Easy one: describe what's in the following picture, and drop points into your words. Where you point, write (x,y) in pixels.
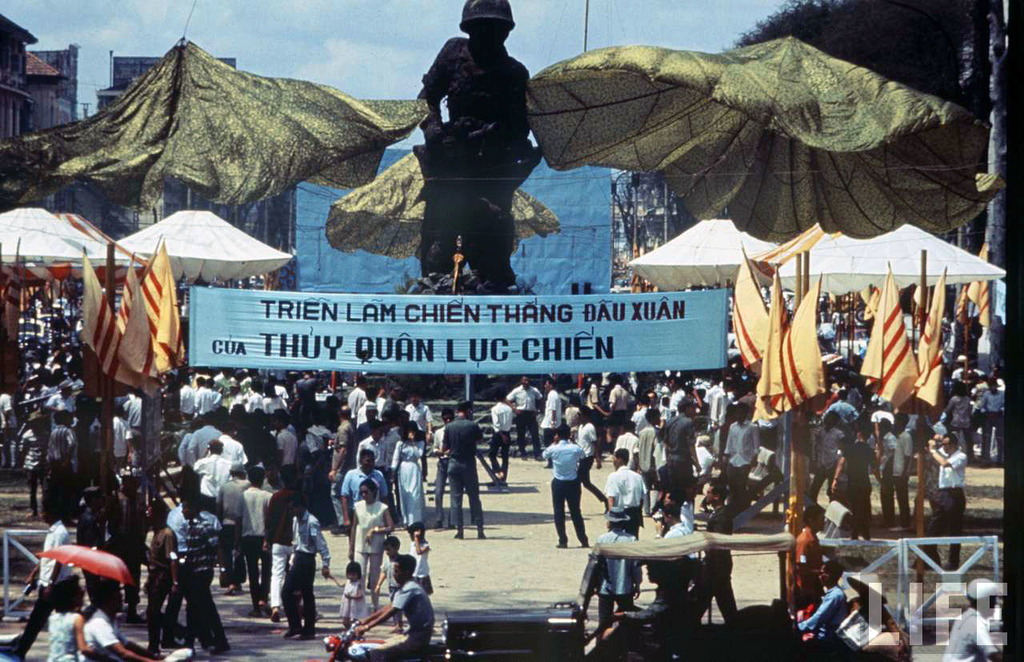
In this picture I can see few people (320,461) are standing and I can see a banner (535,364) with some text (335,347) and I can see few flags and few tents (94,243) and I can see buildings (8,78), trees (977,93) and I can see a jeep (570,645) and few people (402,643) are moving on the motorcycles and I can see an umbrella (126,580) and it looks like a statue (493,184) in the back (454,216) and I can see a blue cloudy sky (432,41).
